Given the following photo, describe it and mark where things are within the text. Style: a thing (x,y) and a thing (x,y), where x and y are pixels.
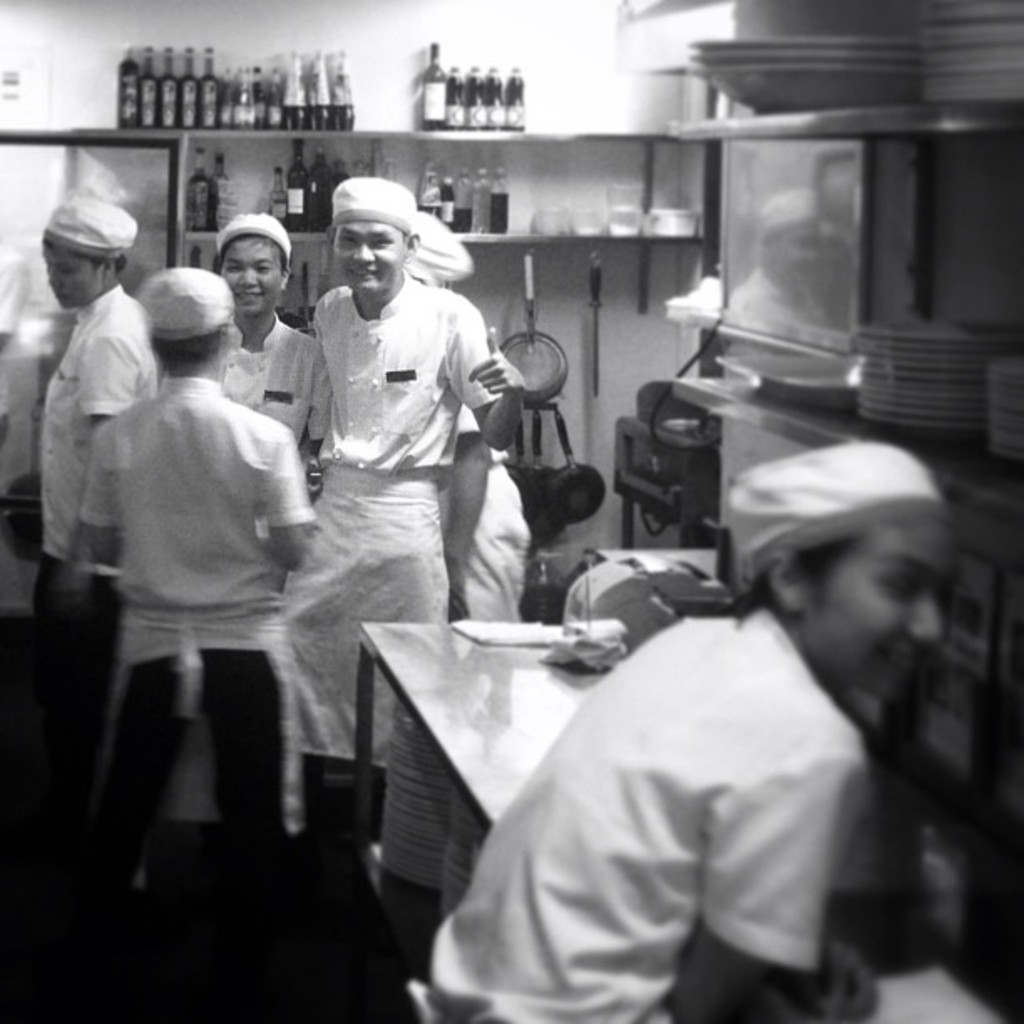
This is a black and white image, in this image there are people (544,914) standing, on the right side (969,629) there is a cabinet (965,472) in that there are plates (969,93), in the background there is a wall (10,57) for that wall (667,259) there are shelves (625,238), in that shelves (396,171) there are bottles (438,76).
